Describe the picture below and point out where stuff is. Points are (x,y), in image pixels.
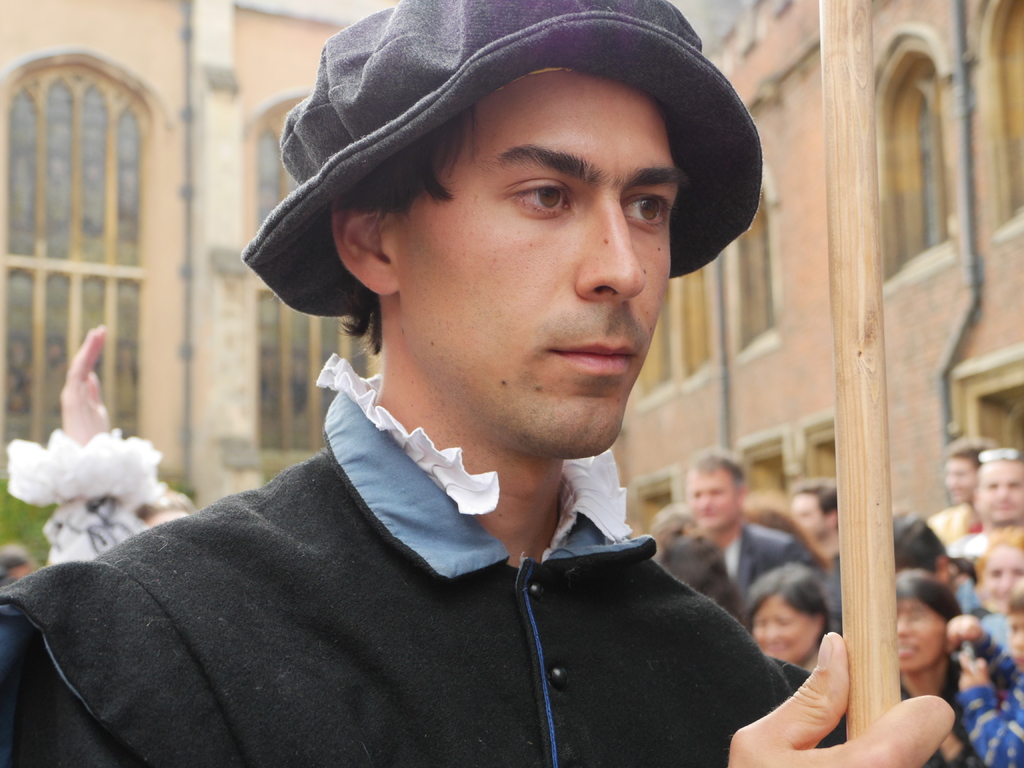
In this picture we can see a man (344,720) wore a cap (455,70) and holding a stick (867,696) with his hand (831,720) and at the back of him we can see a group of people (729,545) and in the background (204,397) we can see windows (76,240), walls (163,246), pipes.
